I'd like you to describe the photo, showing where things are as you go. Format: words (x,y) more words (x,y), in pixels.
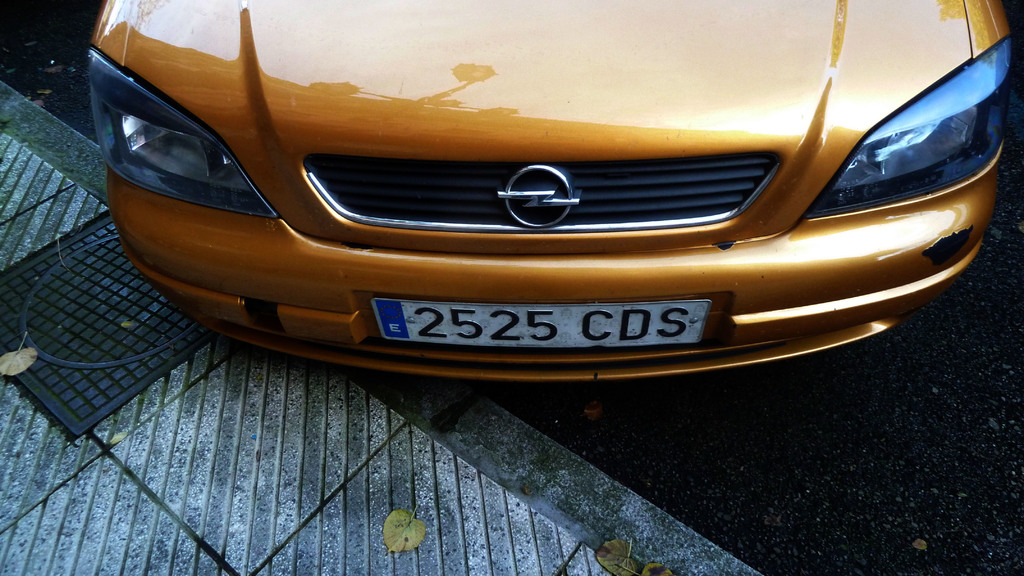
In this picture we can observe a car (628,134) which is in gold color. We can observe a footpath (266,435) and a manhole (84,335) on the left side (101,310). There is a road (844,419) here.
